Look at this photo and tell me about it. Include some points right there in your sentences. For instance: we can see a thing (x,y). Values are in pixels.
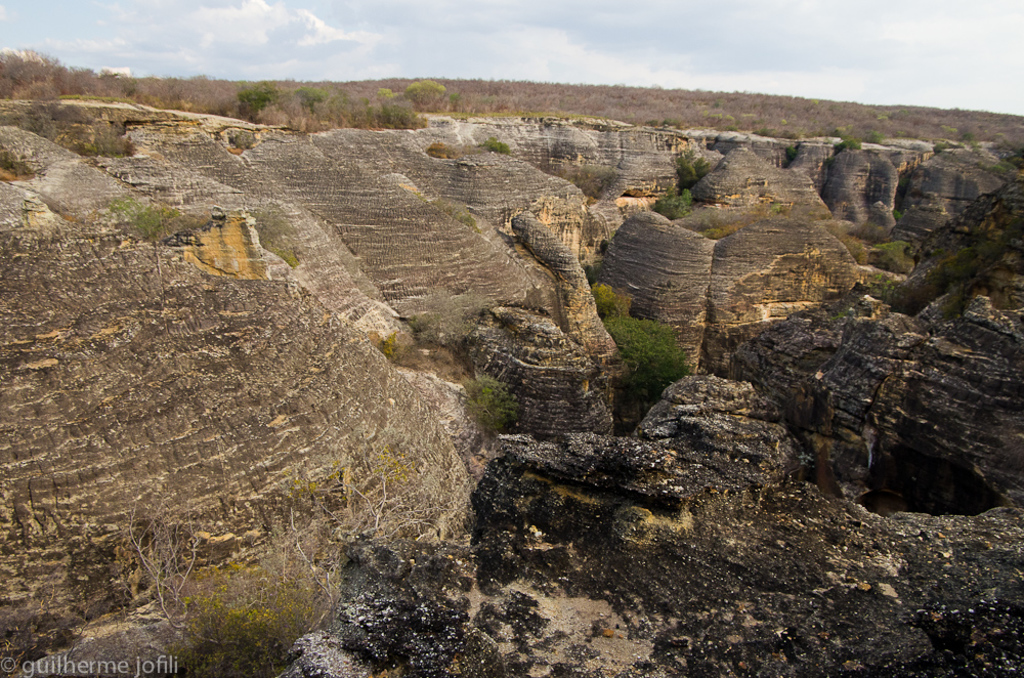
In this image I can see mountains (711,296) with some trees (297,97) and grass (969,133). At the top of the image (588,65) I can see the sky (510,40) and in the left bottom corner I can see some text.
